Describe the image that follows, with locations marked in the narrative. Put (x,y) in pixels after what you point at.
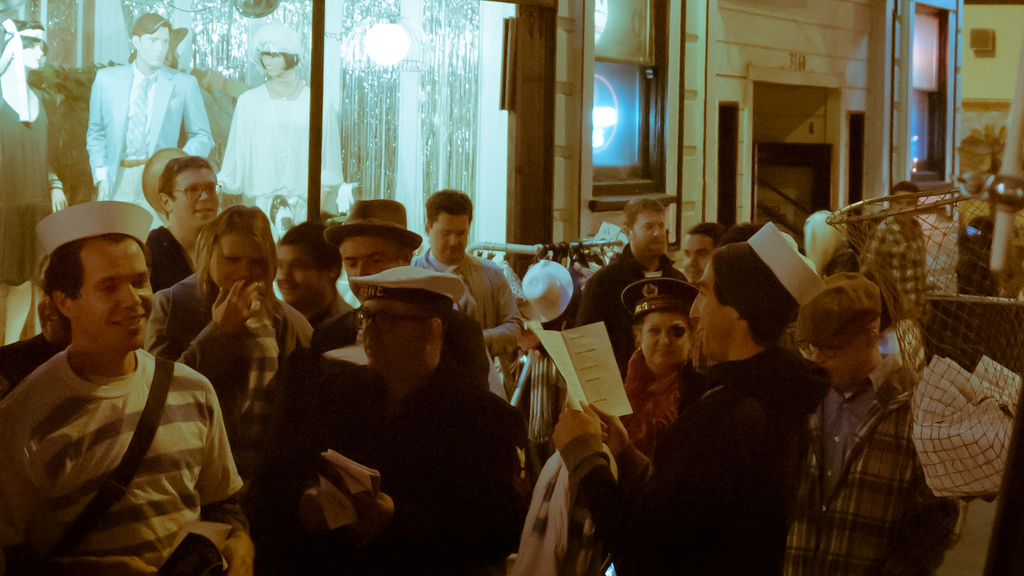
In this picture, we see group of people (700,345) are standing. The man (695,430) in the middle of the picture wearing a black jacket (697,444) is holding a book (595,335) in his hands (590,418). Behind them, we see a stand (529,250). On the right side (902,287), we see a net basket (980,322) in which white cloth (969,441) is placed. On the left side (262,61), the mannequins (293,90) are displayed. Beside that, we see a wall (692,151). In the background (743,124), we see the entrance (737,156) to the room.
